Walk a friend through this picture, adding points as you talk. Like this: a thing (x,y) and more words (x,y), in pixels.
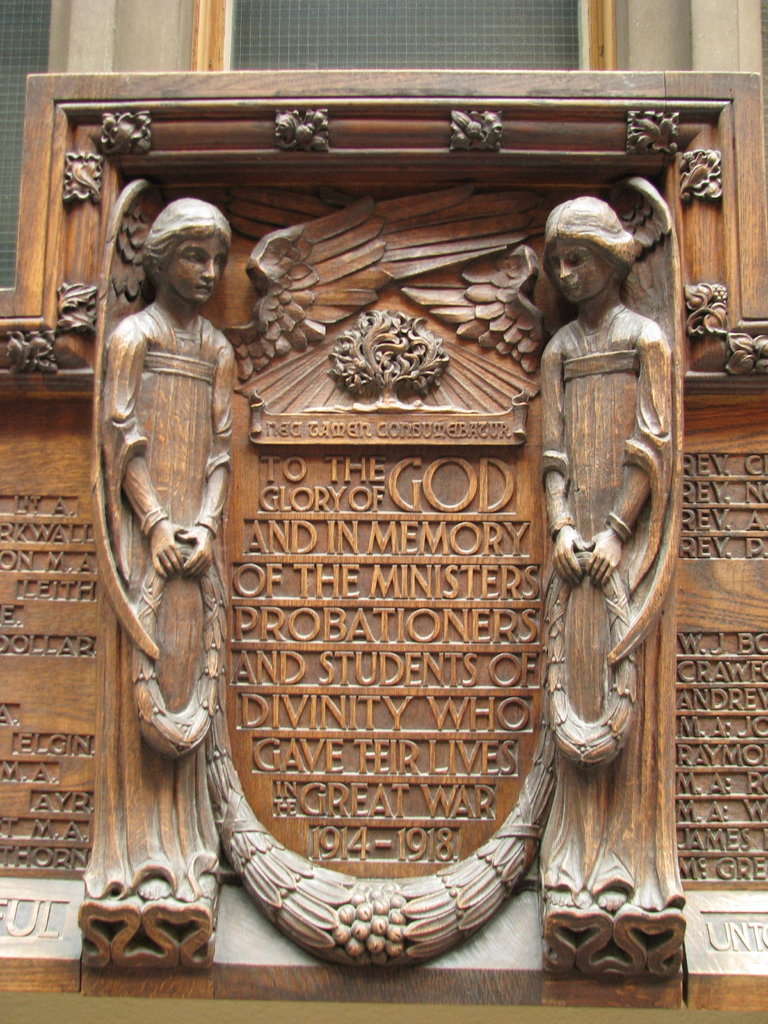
In the center of the image (258,645) we can see sculptures (554,513) made of wood (339,523). In the background (45,52) we can see windows (199,36) and a wall (152,41).
